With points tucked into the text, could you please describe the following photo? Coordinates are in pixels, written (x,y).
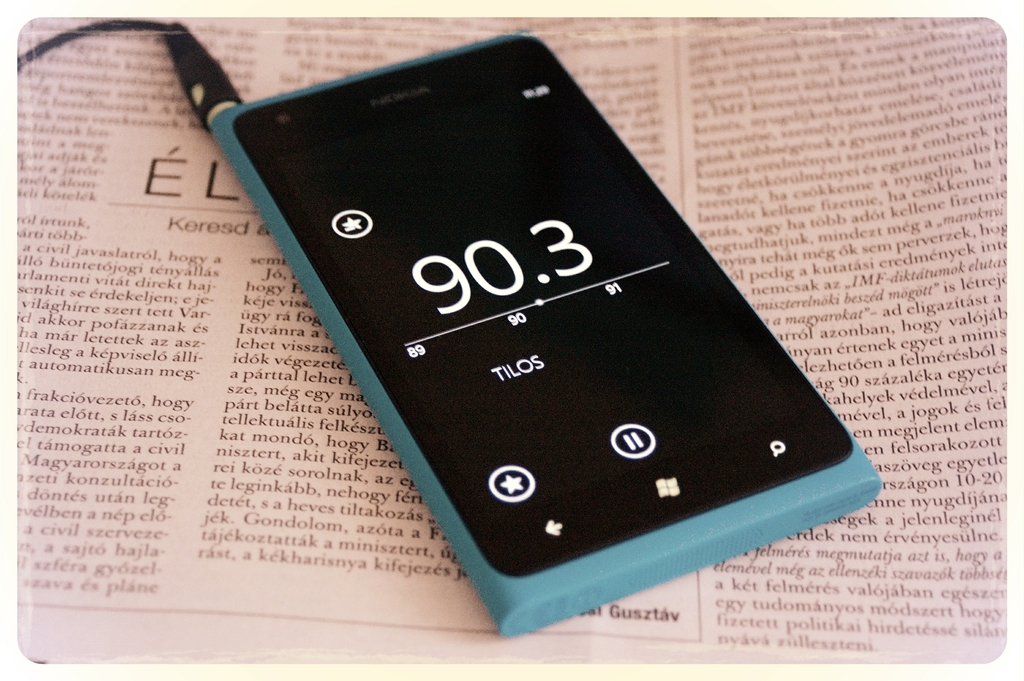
This image consists of a mobile phone (331,166). To which a wire (203,55) is connected. At the bottom (202,521), there is a newspaper (260,521).
